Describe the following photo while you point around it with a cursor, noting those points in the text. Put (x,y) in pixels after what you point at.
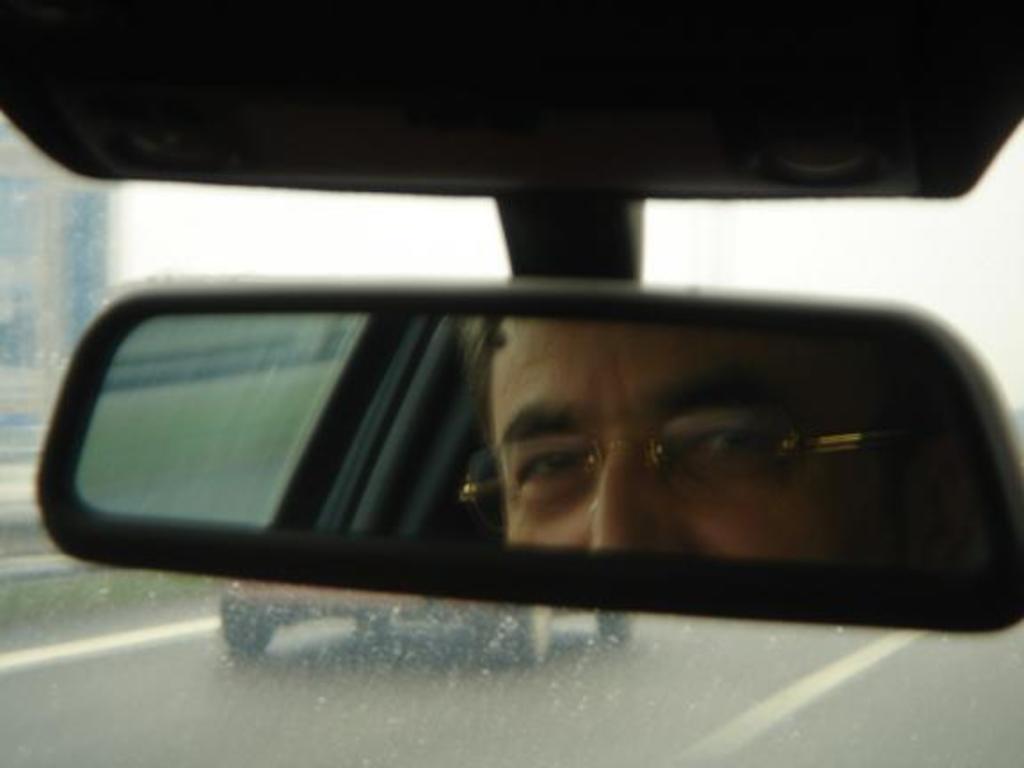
In this picture we can see a mirror (372,369) and on the mirror (361,432) we can see the reflection (561,417) of a man (561,417) and behind the mirror (362,424) there is a glass (863,243), sky (833,234) and a road (501,761).
